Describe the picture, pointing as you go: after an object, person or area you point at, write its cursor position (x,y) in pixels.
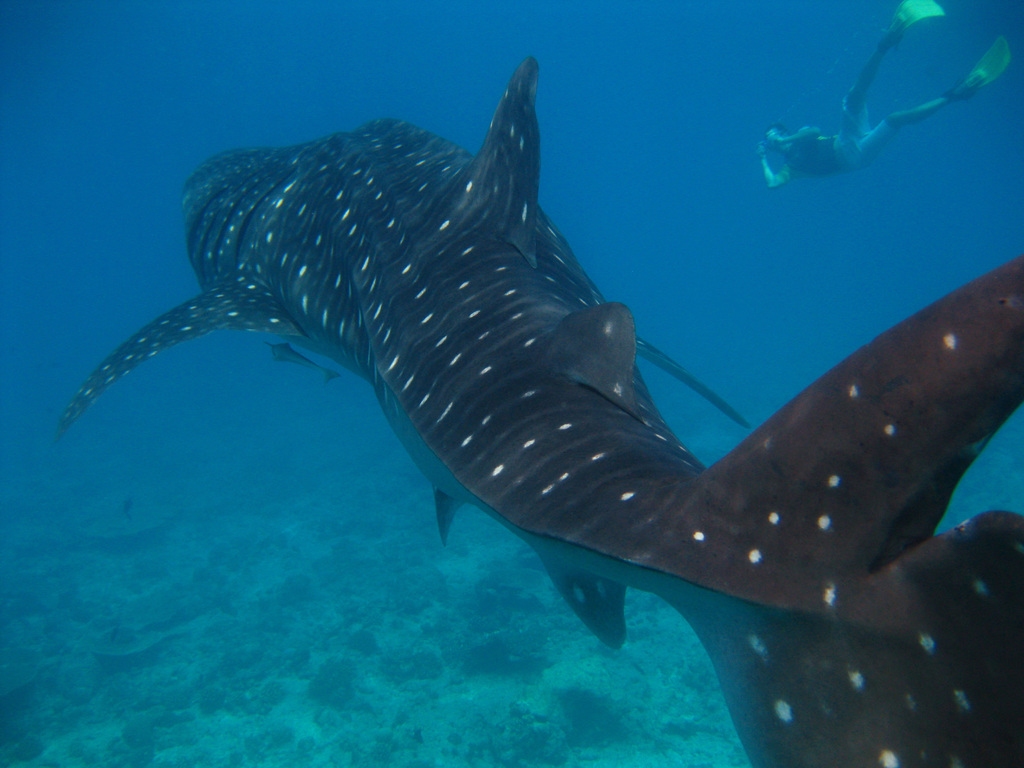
In this picture we can see a fish (402,315) and a person (787,166) in the water (344,444).
